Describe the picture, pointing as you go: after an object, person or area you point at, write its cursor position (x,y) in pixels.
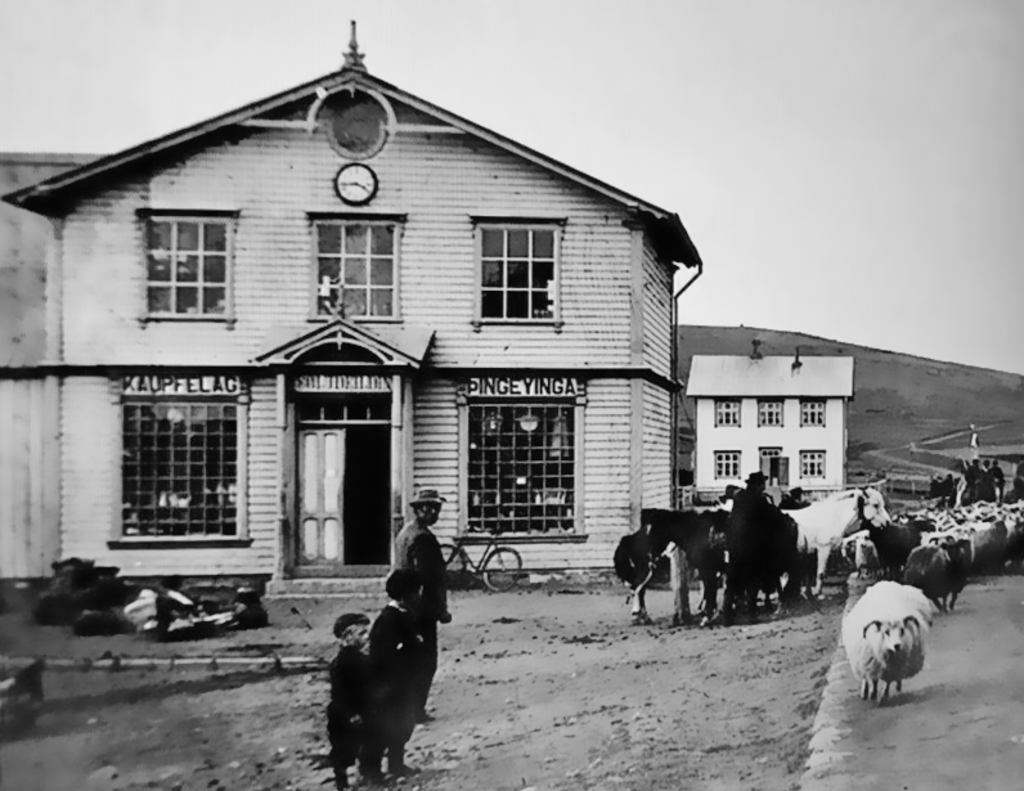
In the middle of the image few people (759,513) are standing and watching. Behind them there are some buildings (310,319). Bottom right side of the image (721,554) there are some animals (650,546). Top right side of the image (871,210) there is sky (597,111).
